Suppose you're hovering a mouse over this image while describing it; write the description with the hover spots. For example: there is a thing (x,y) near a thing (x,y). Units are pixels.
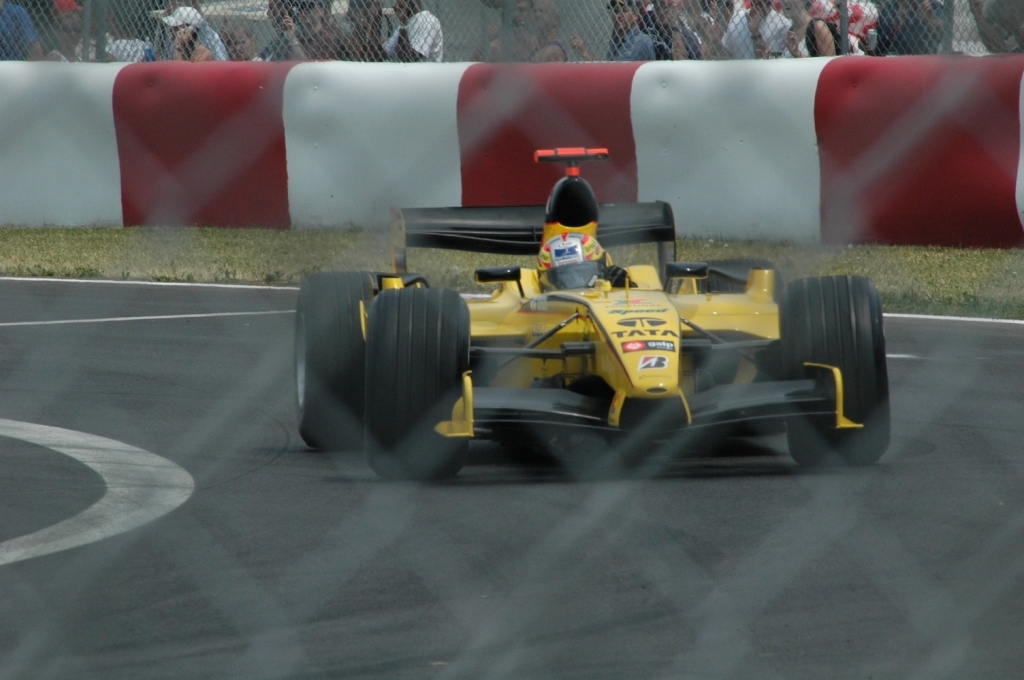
In this image there is a vehicle (527,414) on the road (566,642). Behind there is grassland (1010,302). Few persons (396,51) are behind the fence (322,42). A person (564,255) is sitting in the vehicle (542,278). He is wearing a helmet (558,266).
